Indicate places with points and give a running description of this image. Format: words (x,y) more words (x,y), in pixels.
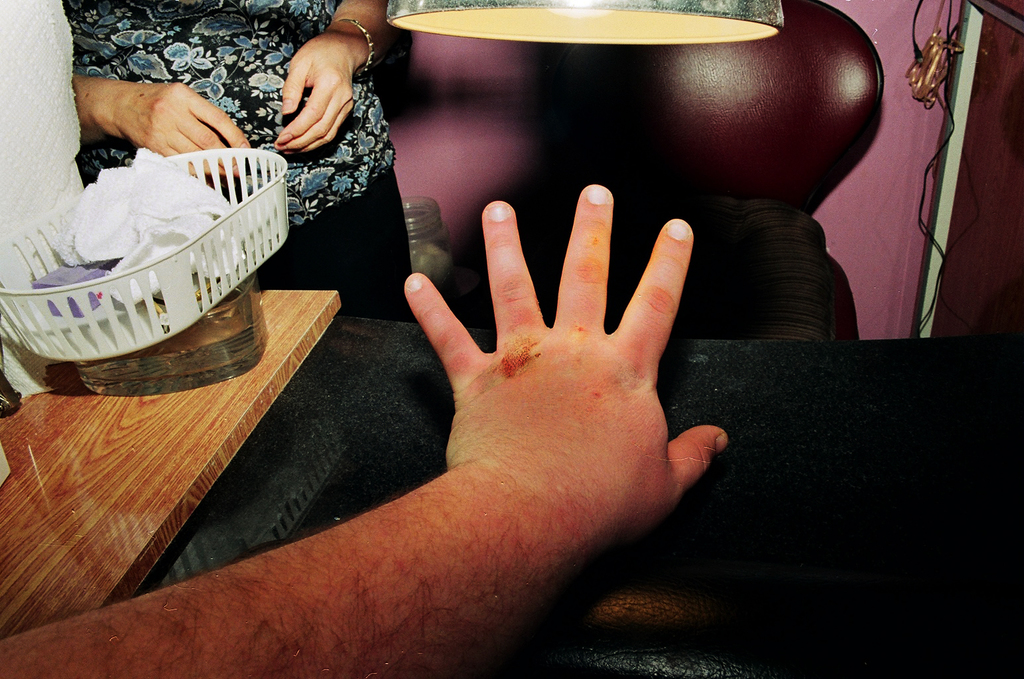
In this image there are two persons (301,632), there are boxes (202,341) and some other objects (201,328) on the table (223,408), a chair (578,52), a light (641,14) and a cable (914,84) hanging from the wall (915,127).
